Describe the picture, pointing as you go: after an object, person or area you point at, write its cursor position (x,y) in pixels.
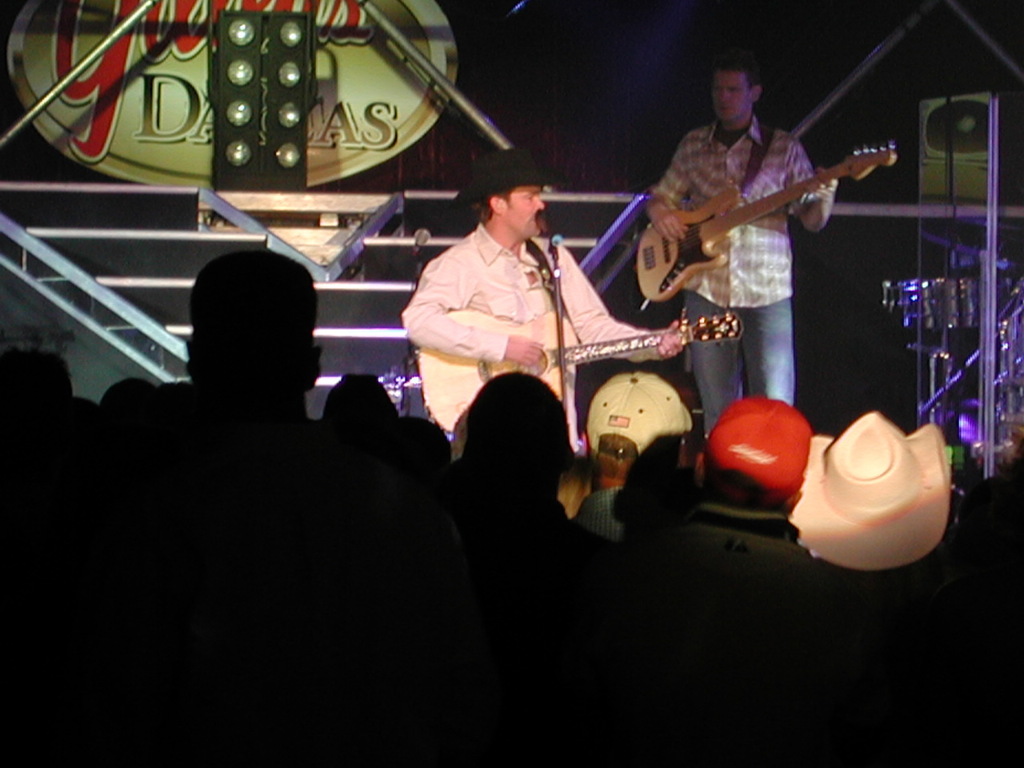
On the background (66,38) we can see board (71,21), speakers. We can see persons (677,189) playing guitars (549,354). This is a mike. In Front (521,528) portion of the picture we can see audience (506,533).
